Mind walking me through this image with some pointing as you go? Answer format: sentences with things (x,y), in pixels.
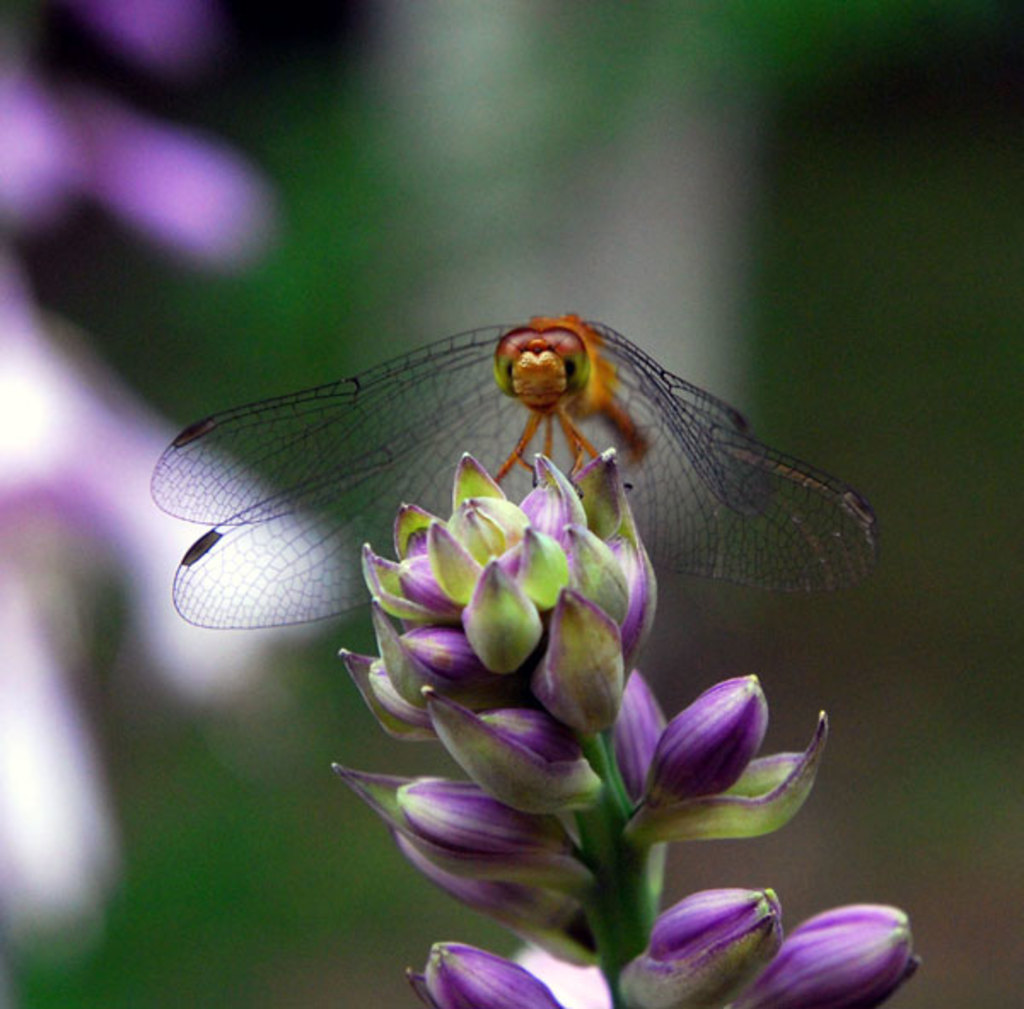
In this image we can see a dragonfly (508,371) on the plant (544,669) and the background (664,343) is blurred.
